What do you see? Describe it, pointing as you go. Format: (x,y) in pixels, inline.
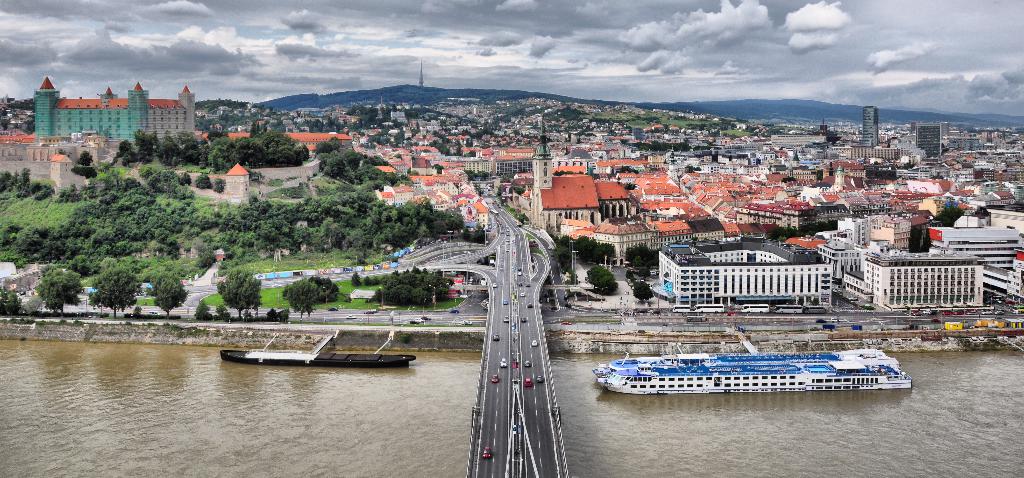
This is an outside view. At the bottom (758,369) there are two boats (861,380) on the water (309,408). In the background (547,213) there are many buildings (520,196) and trees (317,216). At the bottom (528,391) there are many vehicles (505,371) on the road (514,392). It is a bridge (505,276). At the top of the image (430,56), I can see the sky (778,26) and clouds (764,25).
